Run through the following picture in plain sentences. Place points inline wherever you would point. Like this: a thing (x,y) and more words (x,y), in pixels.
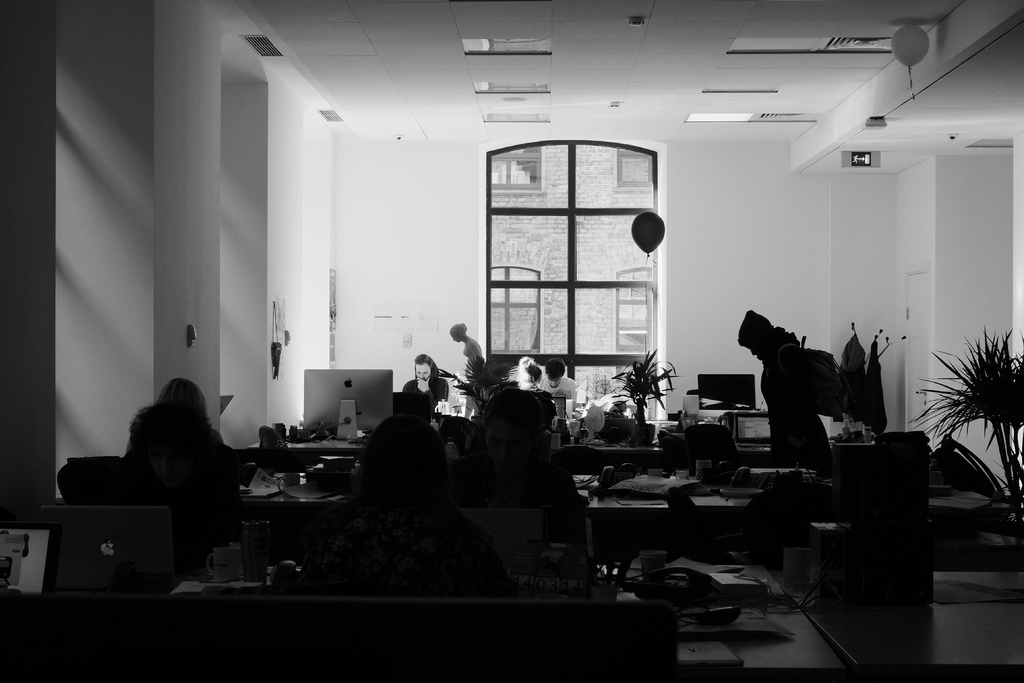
This picture shows an inner view of a room (954,83) we see few people (179,396) seated and working on the laptops (59,573) and we see a plant (1012,379) and a balloon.
